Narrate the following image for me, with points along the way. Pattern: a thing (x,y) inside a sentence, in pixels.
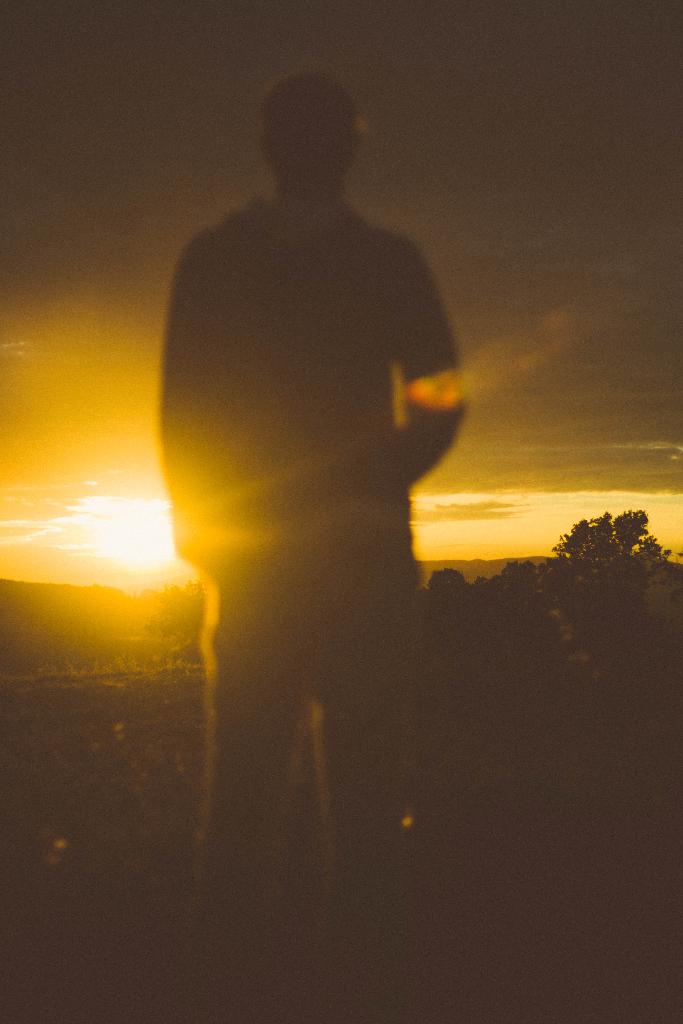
As we can see in the image there is a man (281,402) standing in the front (323,687). In the background (512,576) there are trees (530,573). On the top (97,242) there is sun (125,562) and sky (111,555). The image is little dark.
